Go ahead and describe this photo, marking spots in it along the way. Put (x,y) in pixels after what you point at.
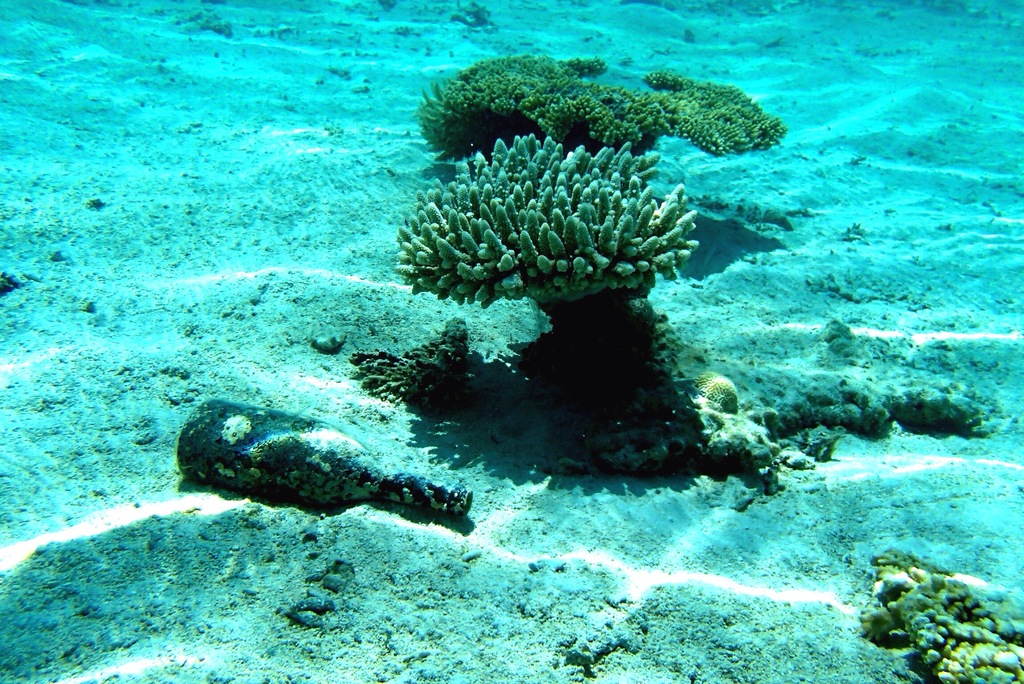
In this image there is water (638,80) and we can see plants (647,273). At the bottom (240,476) there is a bottle (252,488).
